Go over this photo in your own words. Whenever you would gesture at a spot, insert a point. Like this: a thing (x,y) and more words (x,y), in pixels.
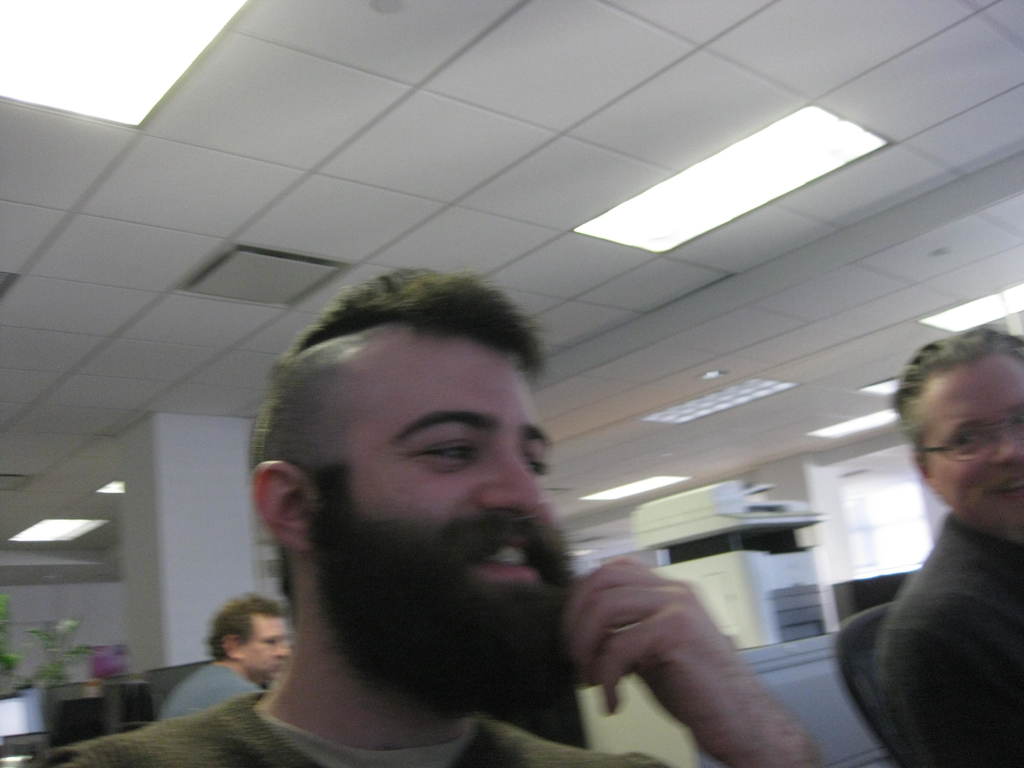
In this picture there is a man (509,348) in the center of the image (410,496) and there is another man (941,360) on the right side of the image (1006,480), there are lights (628,223) at the top side of the image (641,218).
